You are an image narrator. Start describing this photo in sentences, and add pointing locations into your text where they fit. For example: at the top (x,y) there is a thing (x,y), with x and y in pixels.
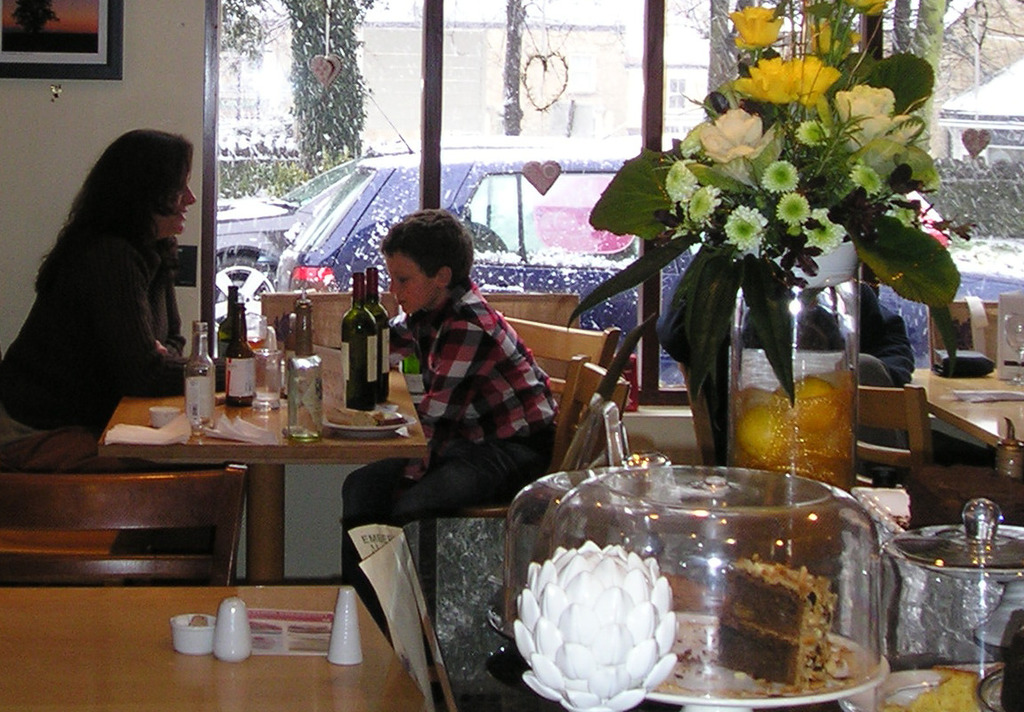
The picture is clicked inside a restaurant (553,393) where on the table (250,414) there is a lady (102,323) and small kid (460,340) is sitting, on top of which glass bottles (317,369) and food items (349,411) are kept. To the right side of the image (812,425) there is a flower pot (780,224) which is kept inside a glass bottle (816,447), and a piece of cake (769,562). We observe glass doors (467,143) and there are cars (311,202) filled with snow (365,162).
